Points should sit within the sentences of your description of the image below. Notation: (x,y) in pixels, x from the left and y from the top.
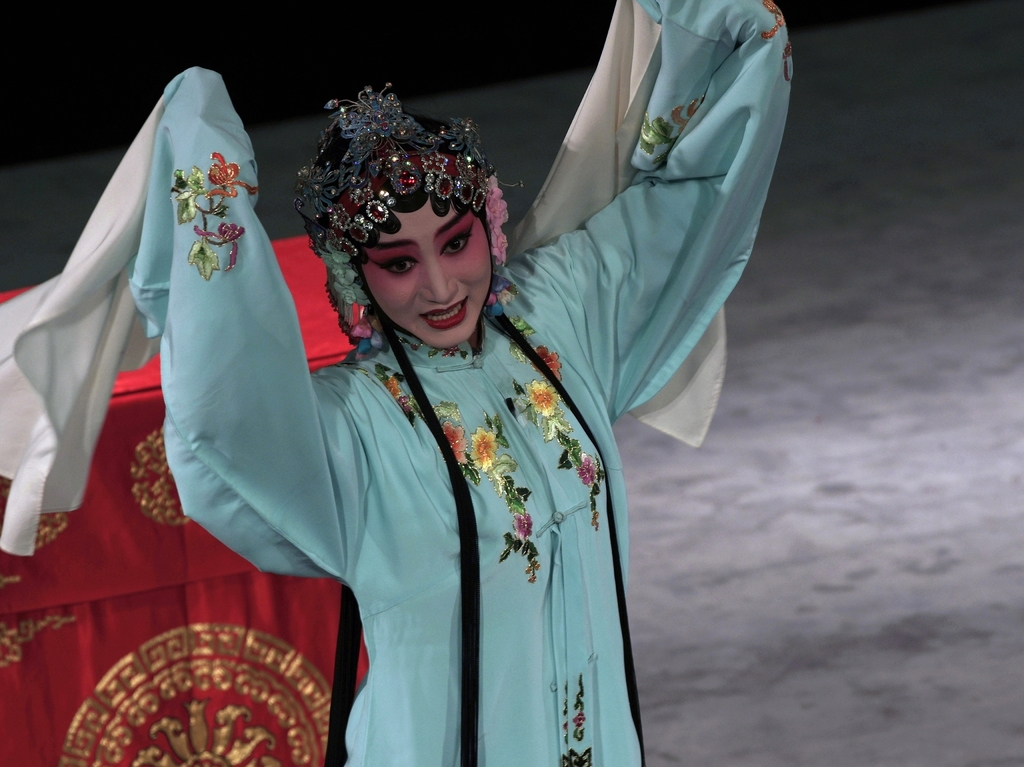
There is one woman (400,639) standing and wearing a light blue color dress (451,533) in the middle of this image (526,413). We can see an object (206,584) on the left side of this image (158,659). There is a floor (758,551) on the right side of this image (833,490).
